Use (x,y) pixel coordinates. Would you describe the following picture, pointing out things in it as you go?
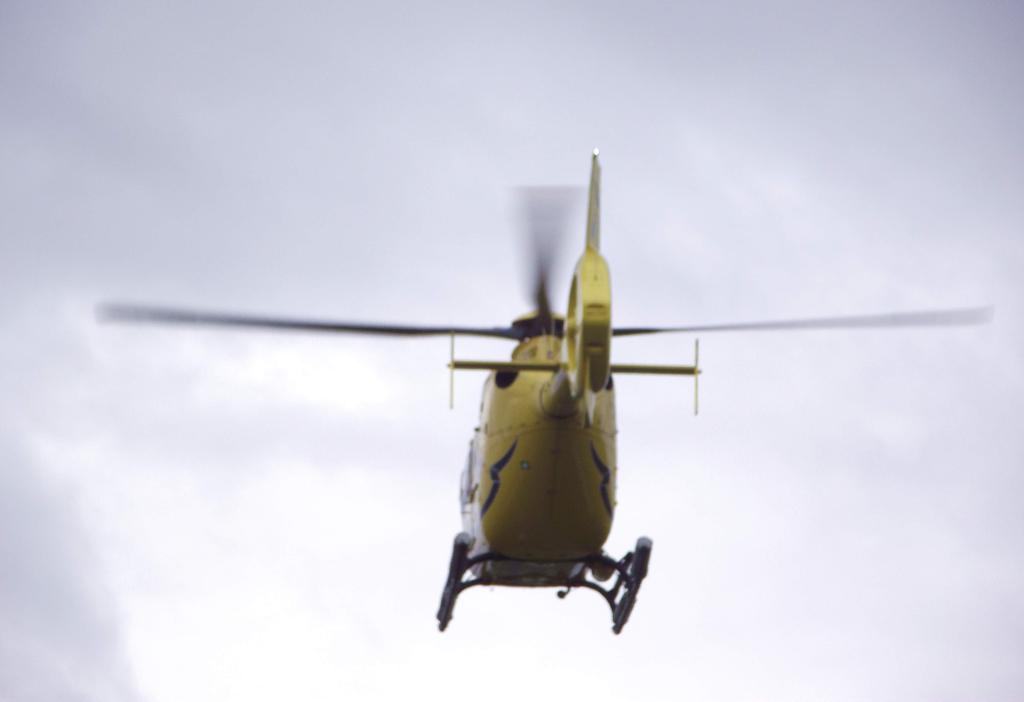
In the image we can see a helicopter (535,387) flying in the sky (398,409). In the background of the image (222,399) there is the sky (353,243).
